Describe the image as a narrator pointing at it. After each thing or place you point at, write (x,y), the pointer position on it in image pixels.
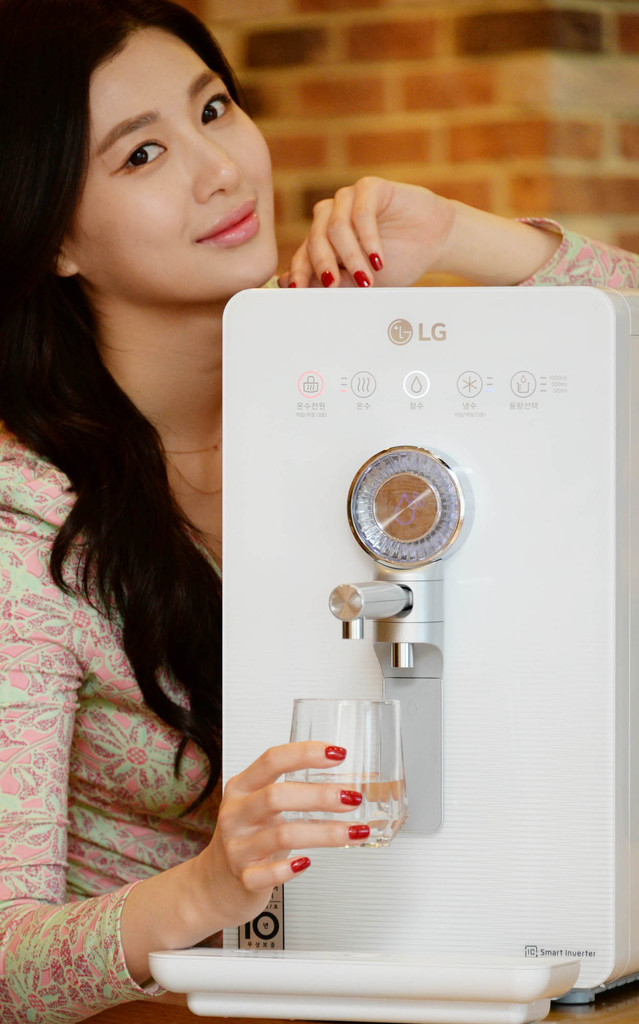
In this picture we can see a water purifier (505,951) on a surface (608,1010), woman (106,105) holding a glass (380,761) with her hand (352,830) and smiling and in the background (356,67) we can see the wall (362,95).
